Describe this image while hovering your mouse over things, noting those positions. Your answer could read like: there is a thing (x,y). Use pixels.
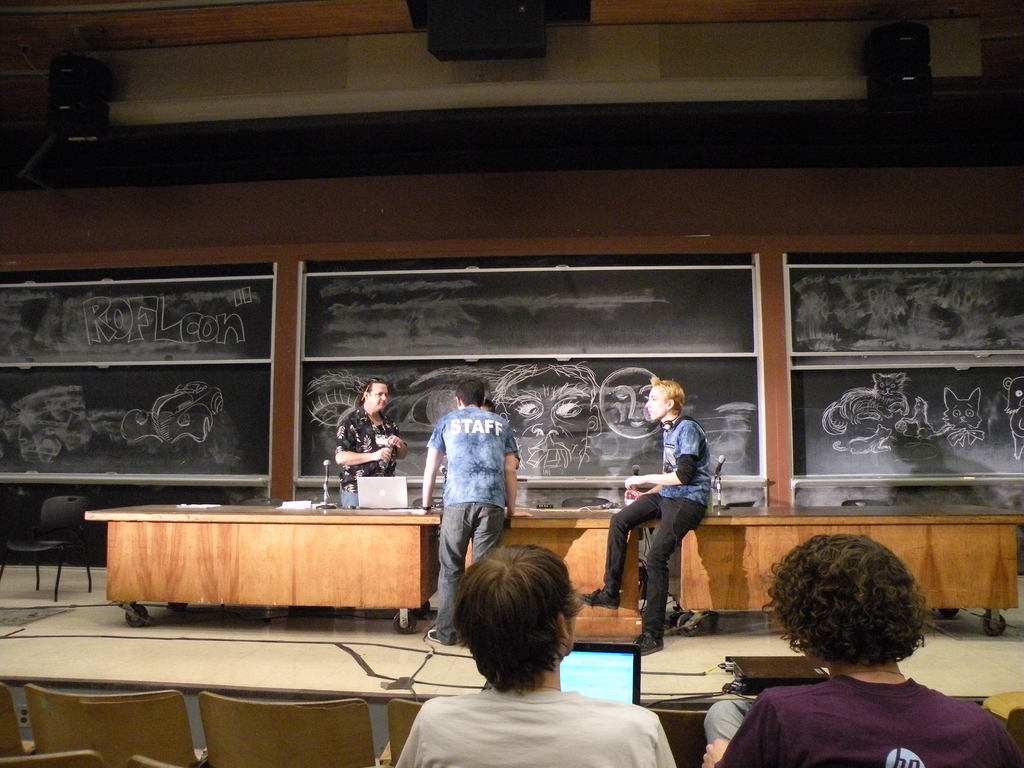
This is a picture taken in a room (645,524), there are two persons (639,730) sitting on a chair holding a laptop (627,699). In front of this people (468,742) three people (442,548) are on the stage (283,614) in front of this people (498,502) there is a table (372,556) on table (372,556) there is a laptop (392,494) and microphone (327,485). Background of this people (489,445) is a blackboard (574,345).
